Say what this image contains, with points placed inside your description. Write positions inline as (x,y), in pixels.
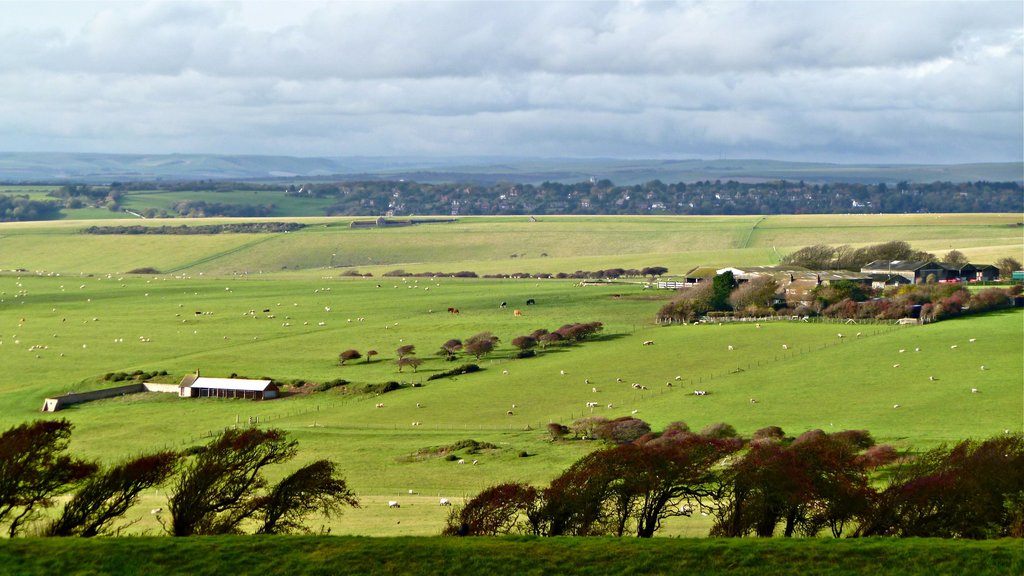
These are the trees (540,506) with branches (467,350) and leaves (1015,523). These are the houses (801,295). I can see a flock of sheep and herd of cattle (456,309). In the background (36,182), these look like hills (292,156). I can see the clouds (558,98) in the sky (856,47).
